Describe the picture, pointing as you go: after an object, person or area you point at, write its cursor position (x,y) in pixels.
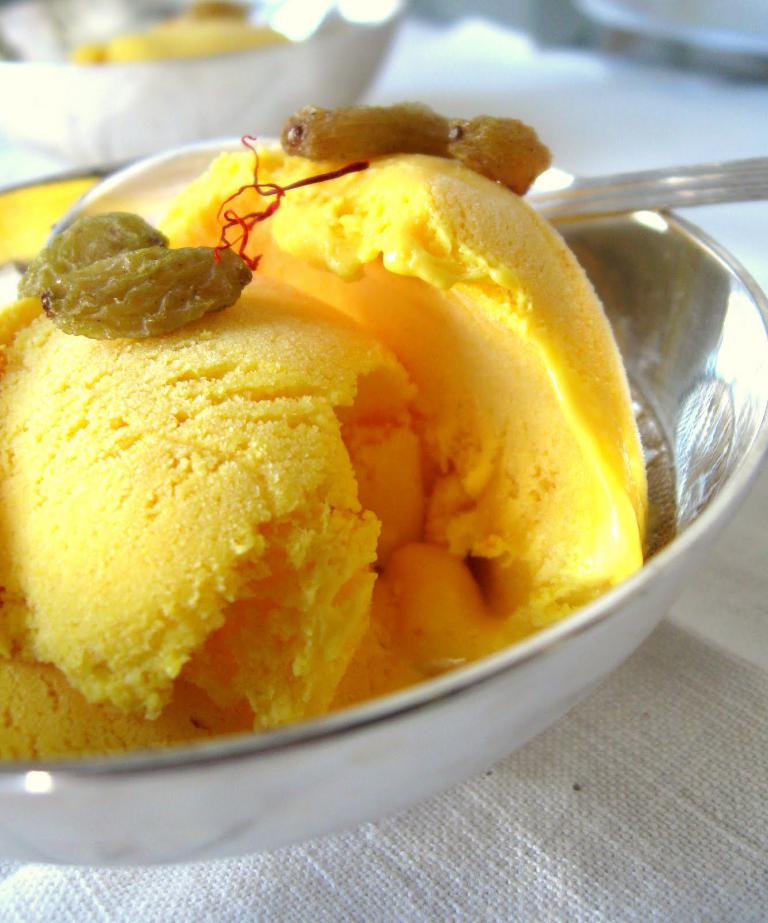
In this picture, there is bowl (174,852) and some ice cream (179,228) in it.
